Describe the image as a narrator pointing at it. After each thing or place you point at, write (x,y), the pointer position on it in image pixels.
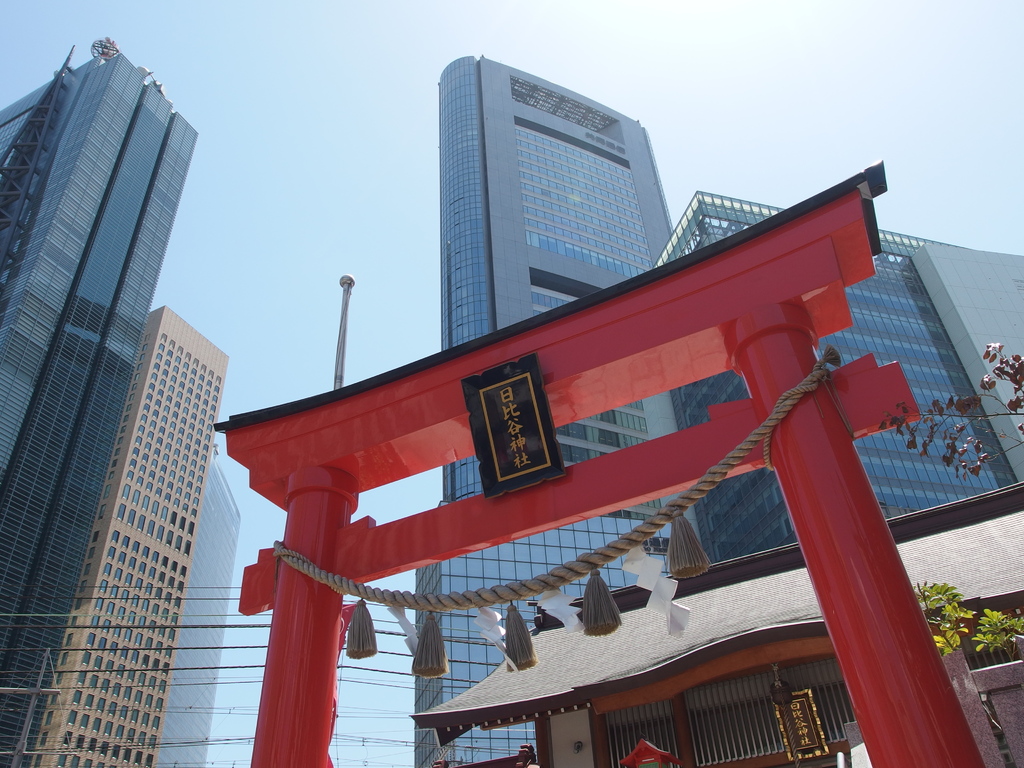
Here I can see an arch (903,677) which is in red color. A black color board (488,415) and a rope (307,574) are attached to this arch (811,407). In the background (155,486), I can see many buildings (714,241). At the top of the image (298,135) I can see the sky (280,117).
